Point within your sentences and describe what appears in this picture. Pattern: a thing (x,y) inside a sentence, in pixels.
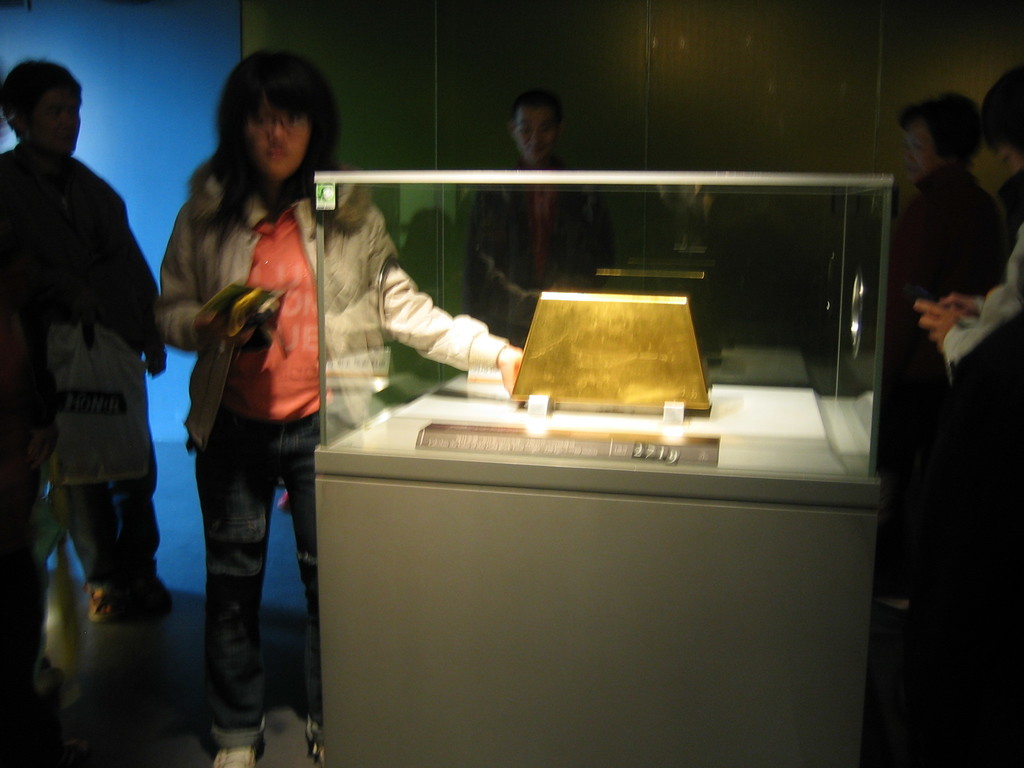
In this image, I can see five persons (985,200) standing on the floor (201,633). There is an object (579,383) and name board (597,453), which are kept in a glass box (351,208). In the background (221,71), I can see a wall (694,48).
